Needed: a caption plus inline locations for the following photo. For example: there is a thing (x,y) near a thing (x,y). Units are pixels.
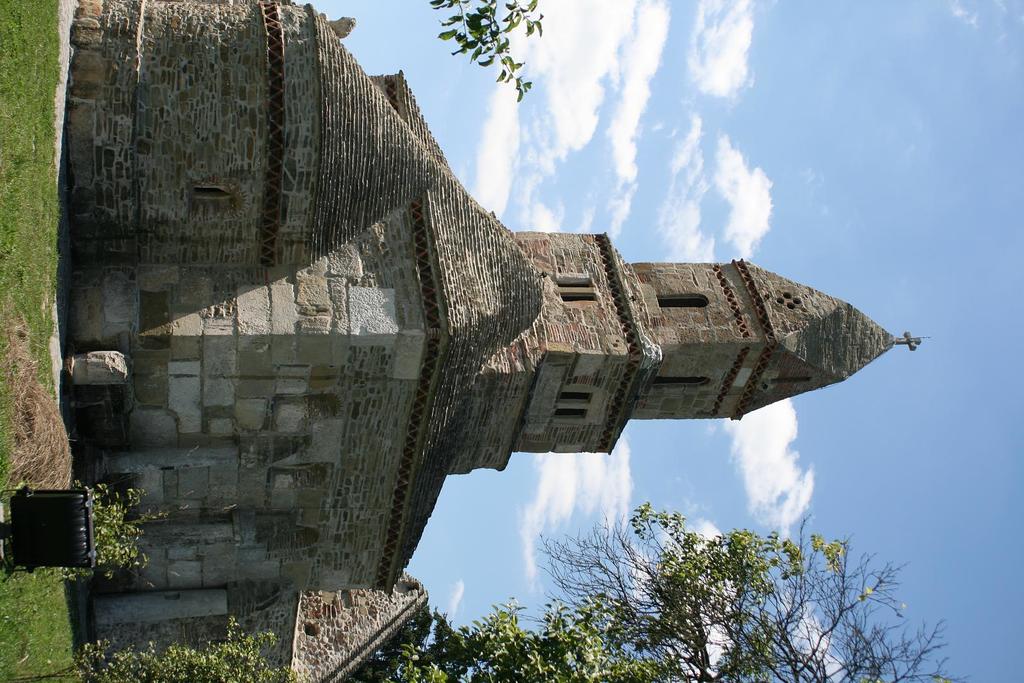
In this image we can see a building (357,353) with windows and brick walls (539,337). On the ground (59,237) there is grass (58,470). Also we can see branches (441,629) of trees (494,645). In the background (757,146) there is sky (710,465) with clouds (549,498).
